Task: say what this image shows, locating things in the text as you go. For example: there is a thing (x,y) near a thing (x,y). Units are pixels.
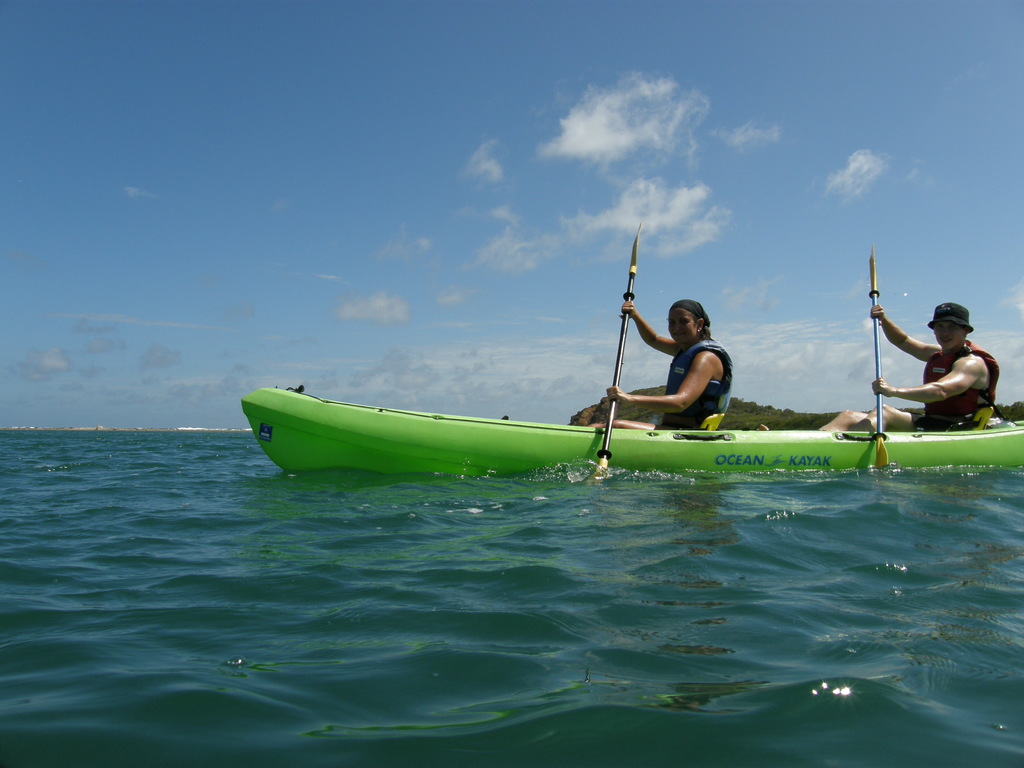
In this image we can see a man (841,424) and a woman (652,344) sailing a boat (857,440) with oars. On the backside (559,280) we can see a hill (810,415) and the sky (462,320) which looks cloudy.
